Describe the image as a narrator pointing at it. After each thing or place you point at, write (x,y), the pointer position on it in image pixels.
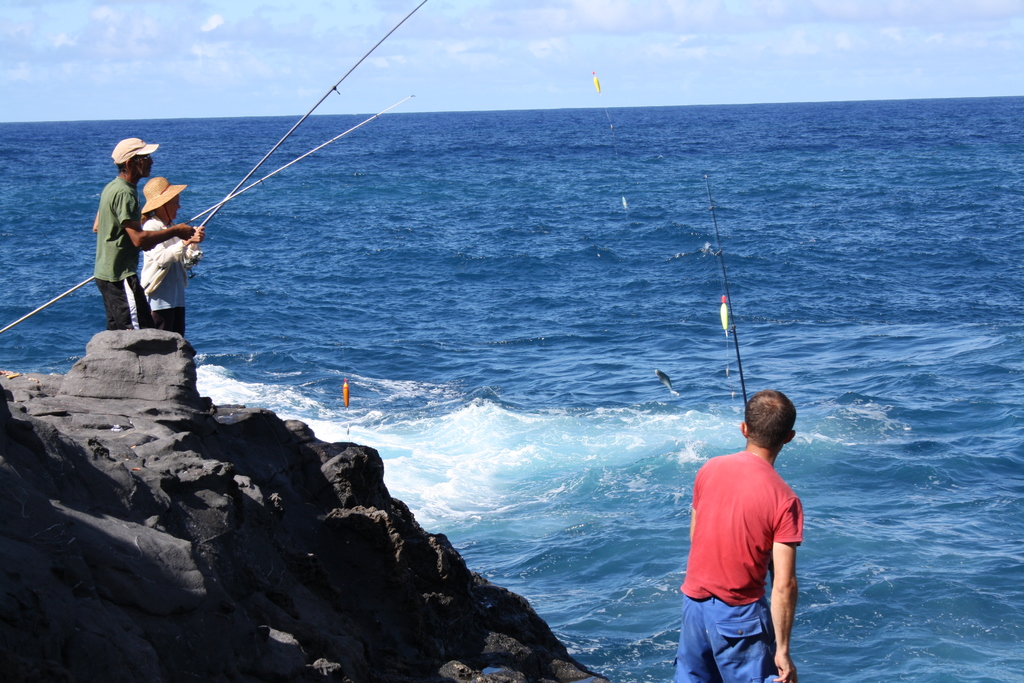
In the image in the center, we can see three persons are standing and they are holding fishing rods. In the background (401,53) we can see the sky (401,53), clouds (215,56) and water (728,105).
